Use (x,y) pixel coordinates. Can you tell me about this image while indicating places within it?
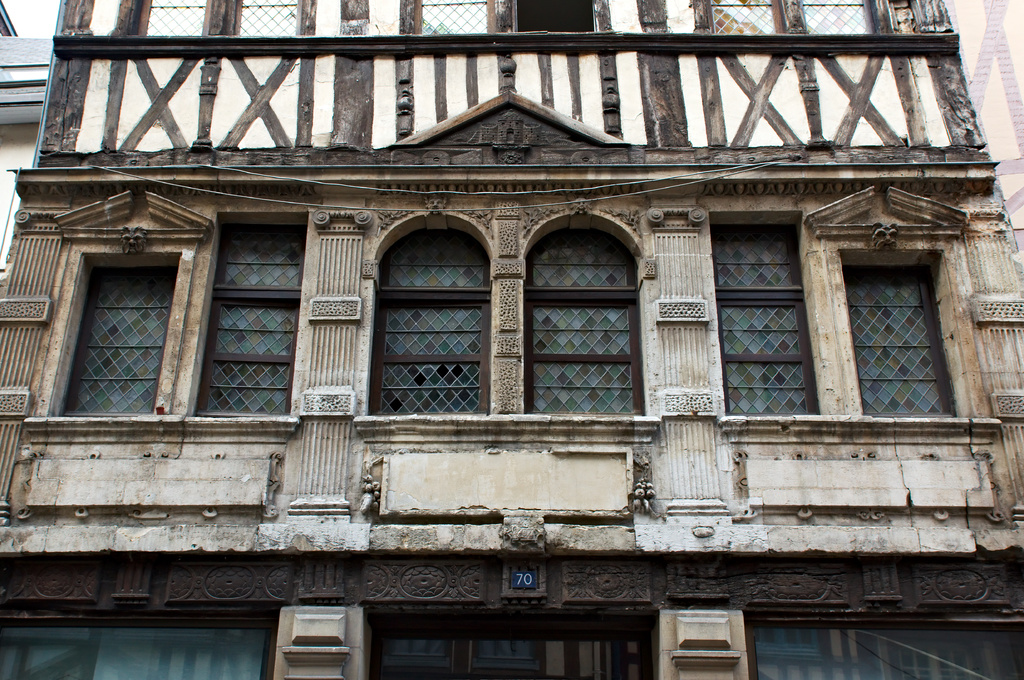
In this image we can see building (585,239), windows (639,333), wallboard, door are present.
